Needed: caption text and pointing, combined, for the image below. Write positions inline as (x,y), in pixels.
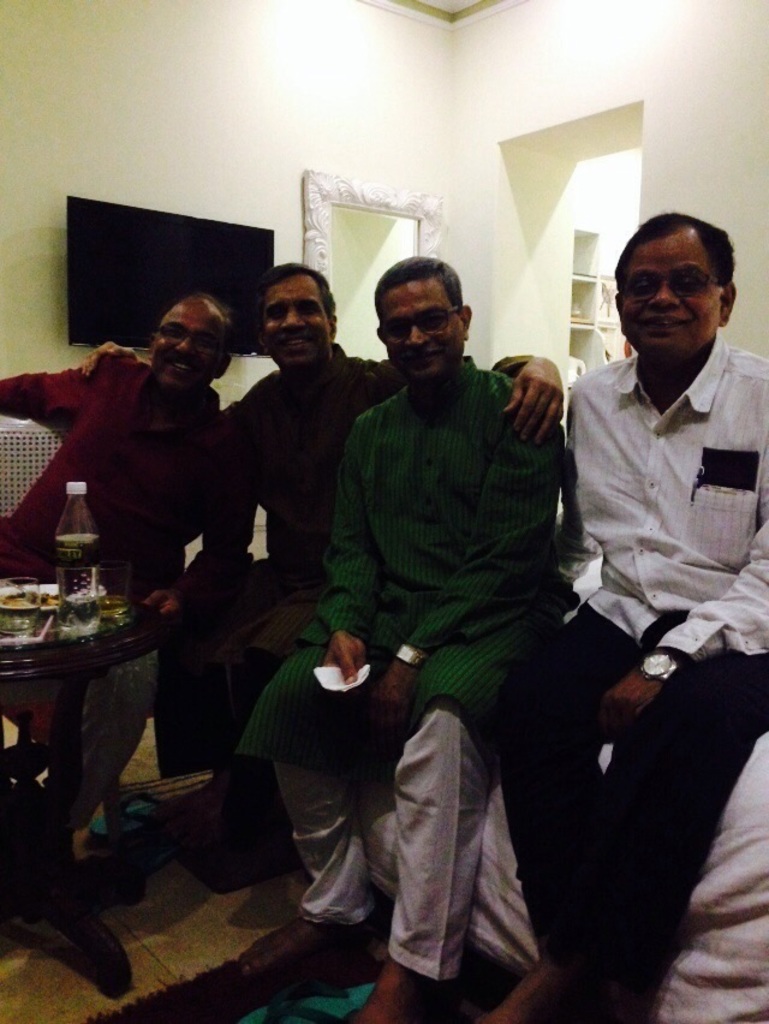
This image is clicked in a room (14,302). There are 4 person (507,412) sitting on a seat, there is a table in front of them which is on the left side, there is a TV (149,336) behind them and a mirror (370,337) in the middle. All of them are smiling, the one who is on the right side (656,601) is wearing white color shirt (729,532) and black color pant (633,726), the one on the left side (92,506) is wearing maroon color shirt (150,572).
